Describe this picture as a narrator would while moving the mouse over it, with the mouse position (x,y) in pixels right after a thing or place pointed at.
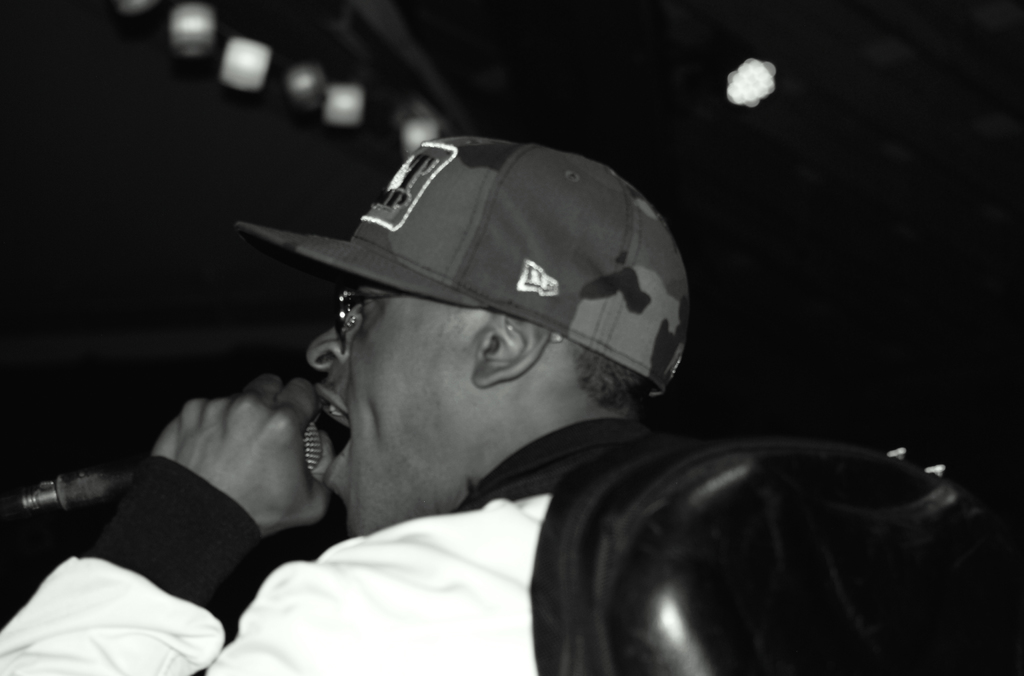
In this picture we can see a man (379,458) holding a mike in his hand (287,463) and singing. He wore a cap (431,286), spectacles (342,312). These are lights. Background (103,262) is really dark.
